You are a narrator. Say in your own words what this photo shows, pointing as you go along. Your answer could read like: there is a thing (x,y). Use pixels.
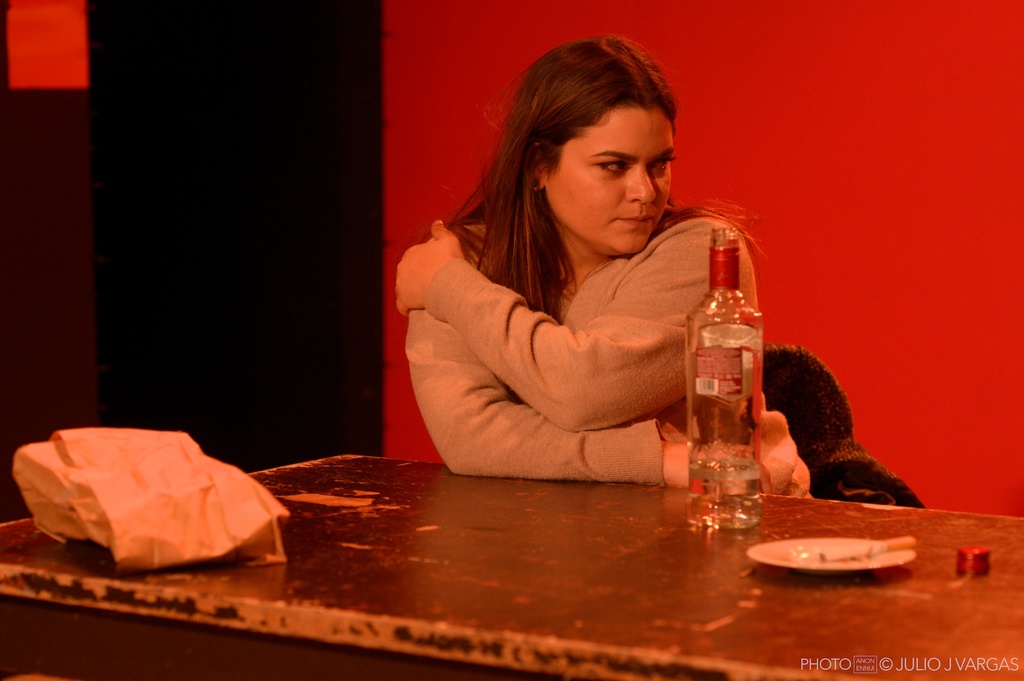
This picture is clicked inside the room (633,430). In the middle of the picture (590,334), we see women (571,367) wearing grey jacket (603,356) is sitting on the chair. In front of her, we see a table (513,637) on which alcohol bottle (725,470), plate (790,554), cigarette (879,553), the lid (975,558) of the bottle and cover (189,515) is placed on it. Behind her, we see a wall (940,77) which is red in color and in the left corner of the picture (250,208), we see a wall (237,160) which is black in color.
